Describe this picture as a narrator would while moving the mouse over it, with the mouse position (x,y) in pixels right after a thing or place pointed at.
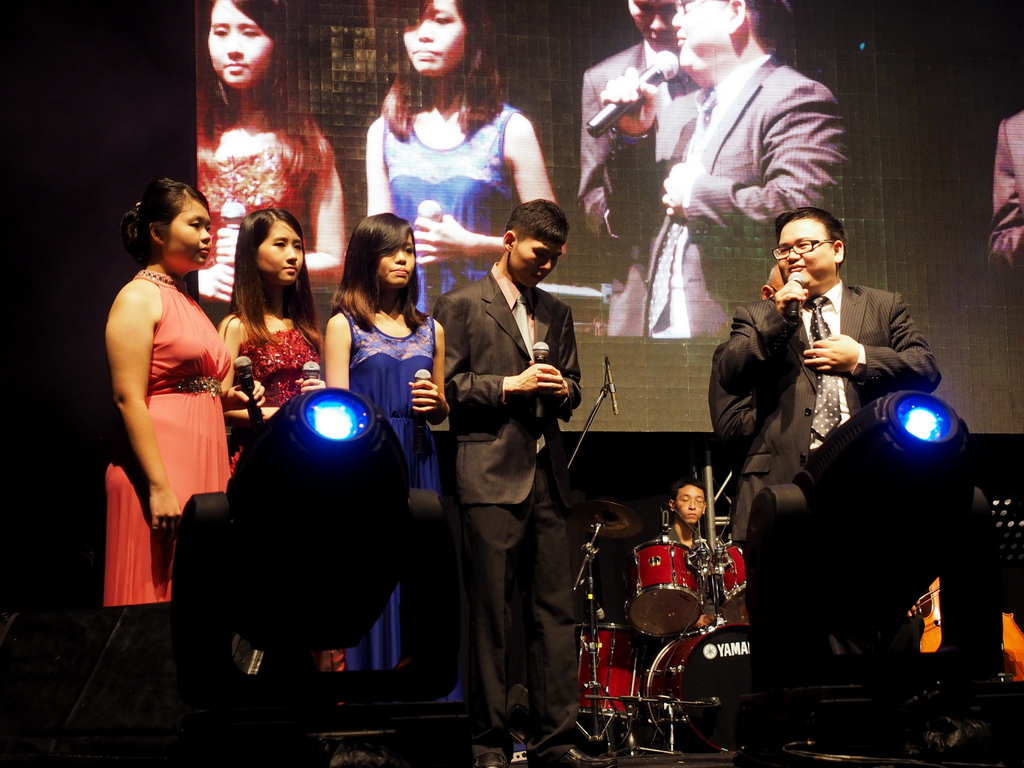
In the picture we can see a two men (780,403) and three women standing on the stage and we can also see some musical instruments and two persons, one person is sitting and one is standing. In the background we can see a screen (754,274) where there are persons (1020,199) standing.
